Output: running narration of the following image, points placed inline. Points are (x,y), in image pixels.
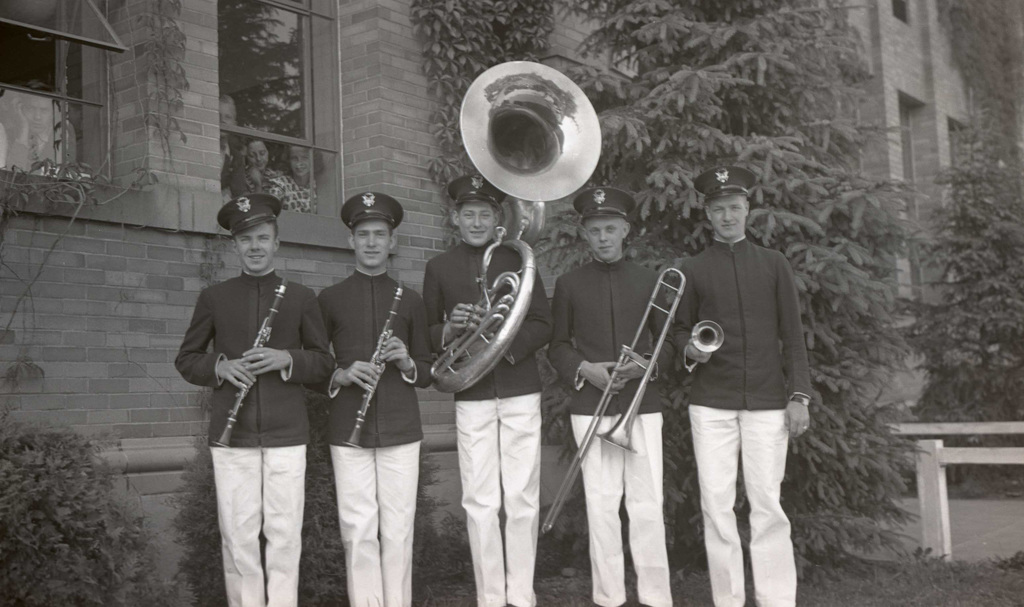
In this picture we can see few people (507,513) and they are holding musical instruments (562,501) and in the background (546,504) we can see few people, building (43,46) and trees (885,367).
